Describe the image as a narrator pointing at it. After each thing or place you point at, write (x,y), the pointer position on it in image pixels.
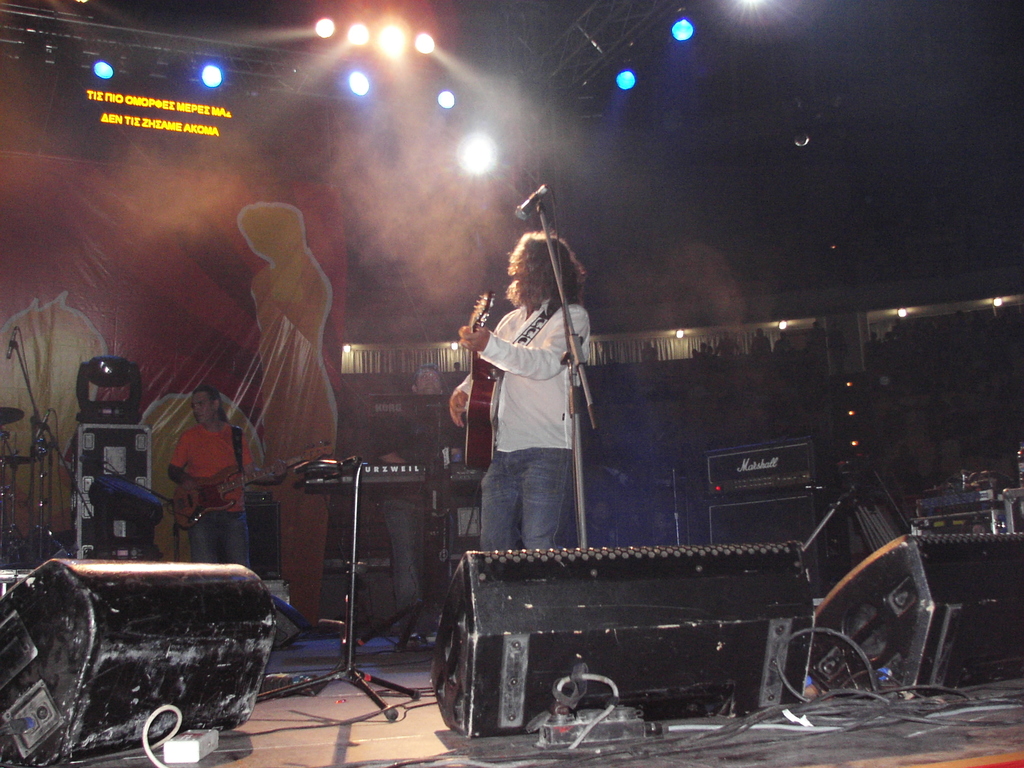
In the foreground (562,493), a person (501,531) is standing in front of the mike (551,261) and playing a guitar (472,442). In the left (217,543), a person (207,531) is standing and playing a guitar (185,513). At the bottom (541,562) speakers (504,568) are there on the stage (890,715). On the top (356,29) lights (321,27) are visible. And wall paintings (304,223) is there on the wall (328,241). On the right (814,254) background (944,445) is dark in color. In the middle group of people (969,325) standing in the balcony (638,352). It looks as if the image is taken in a concert during night time.
